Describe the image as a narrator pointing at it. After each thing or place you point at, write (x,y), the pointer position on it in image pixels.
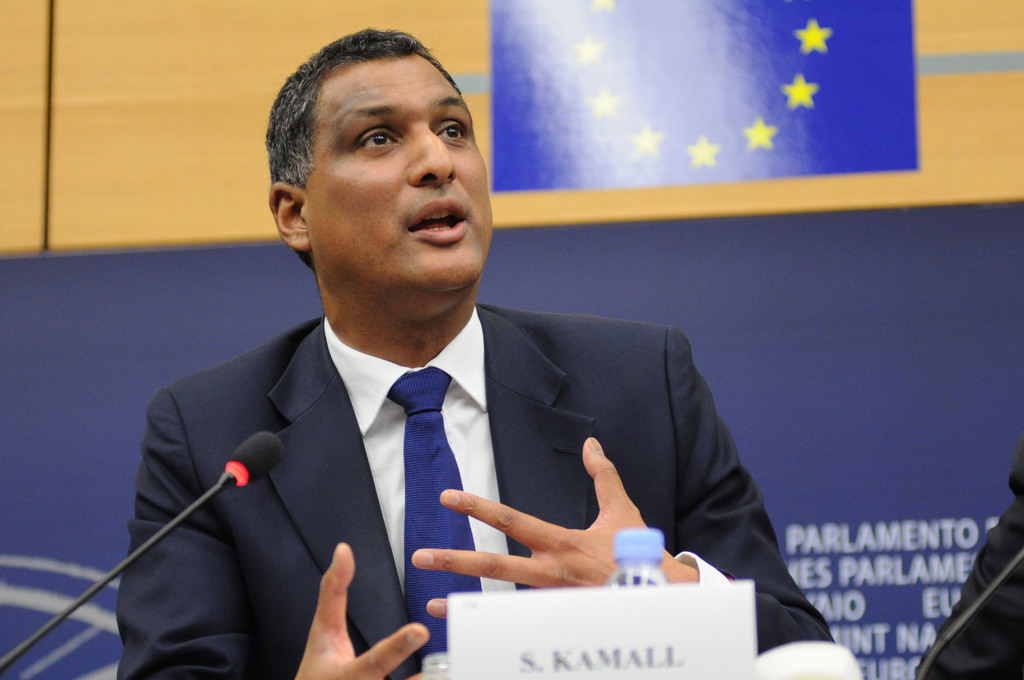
In this image there is a man (474,473). In front of him there are microphones (953,631), a water bottle (615,554) and a name board (561,636). There is text (604,661) on the name board (590,658). Behind him there is a wall (85,255). There is a board (753,295) on the wall (911,372). There is text (900,574) on the board (866,621). At the top (611,126) there is a paper (743,81) sticked on the wall (934,122).
